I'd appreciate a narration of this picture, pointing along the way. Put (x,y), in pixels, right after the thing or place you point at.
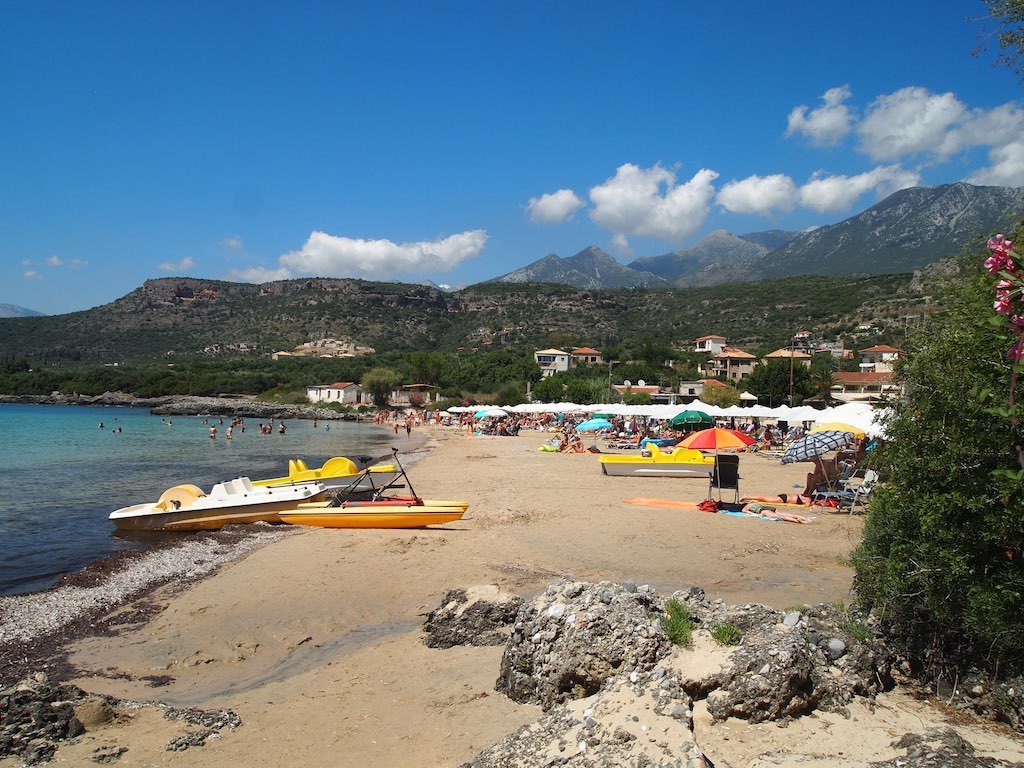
In this picture we can see the persons (770,438) who are standing on the beach (462,460) and some persons (235,418) are swimming in the water (126,466). On the left (184,507) we can see the boats (309,520). On the right (875,506) we can see buildings (554,368), umbrella (829,444), chairs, trees (1020,435), plants (908,393) and peoples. in the background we can see the mountains (861,250). At the top (786,188) we can see sky (518,124) and clouds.
